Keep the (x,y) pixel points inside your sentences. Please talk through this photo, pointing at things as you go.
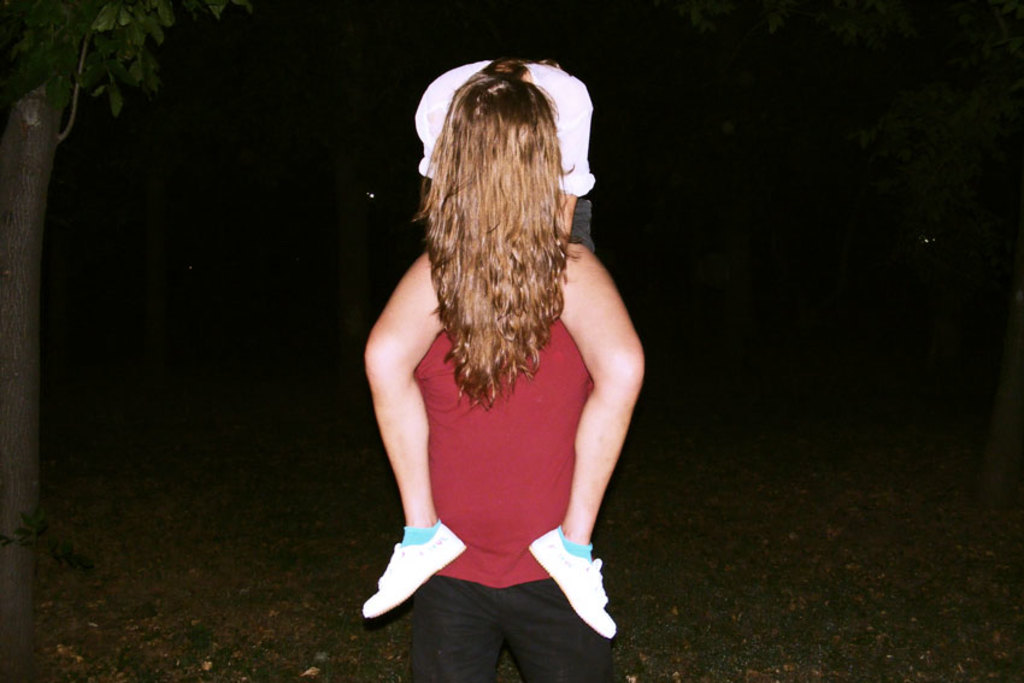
In the center of the image (521,229), we can see a lady (480,228) sitting on the person (487,415) and in the background (123,84), there are trees (738,238). At the bottom (707,554), there is ground (675,550).
